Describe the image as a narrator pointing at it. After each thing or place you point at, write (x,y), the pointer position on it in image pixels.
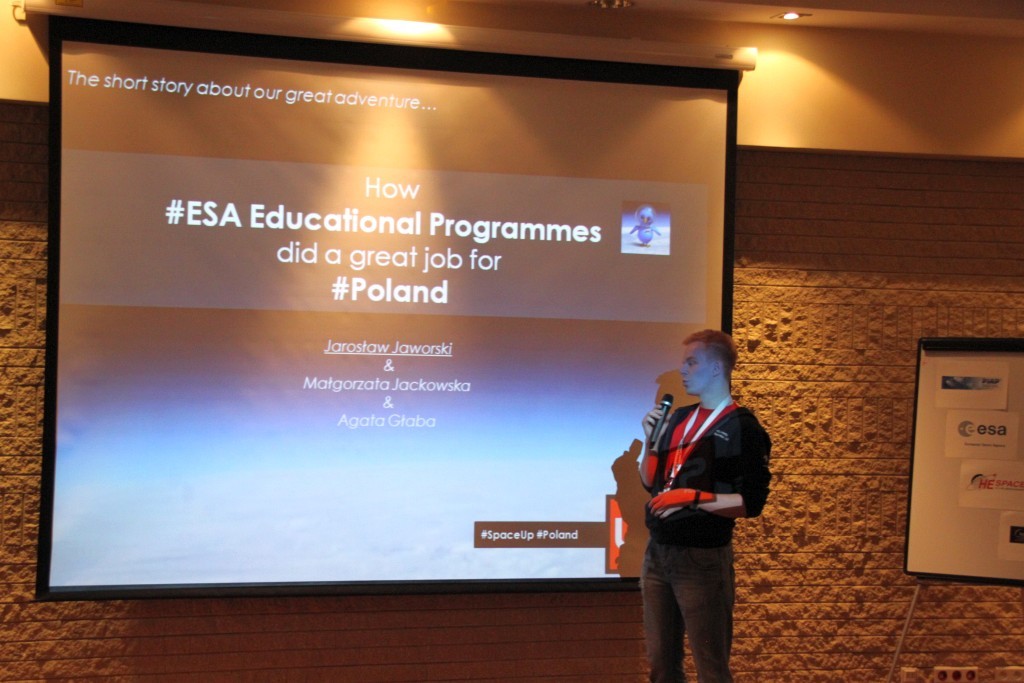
In this image I can see a man (662,480) is standing and I can see he is holding a mic (664,408). I can also see he is wearing black dress (705,517) and jeans (657,608). In the background (65,349) I can see a white board (926,360), a projector's screen (445,330) and on these two I can see something is written. I can also see few lights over here.
